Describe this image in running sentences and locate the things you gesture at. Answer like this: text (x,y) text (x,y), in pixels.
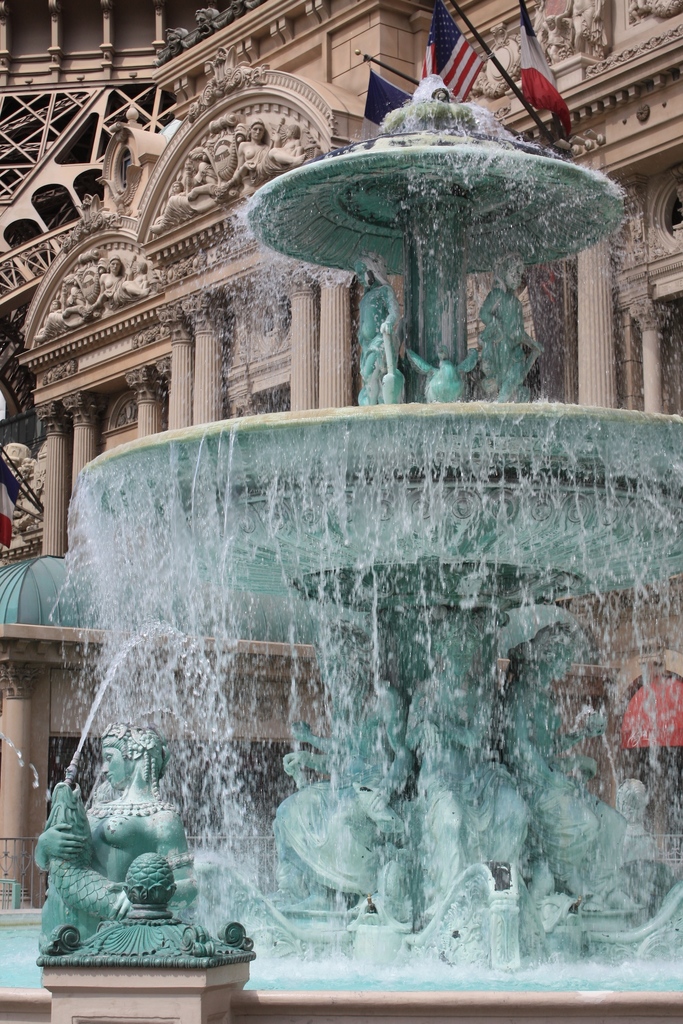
In this image we can see a fountain (334,561). Also there are sculptures (449,724). In the back (191,279) there is a building (155,373) with pillars (139,367). Also there are sculptures (556,57) and flags (538,90) on the building (514,67).
